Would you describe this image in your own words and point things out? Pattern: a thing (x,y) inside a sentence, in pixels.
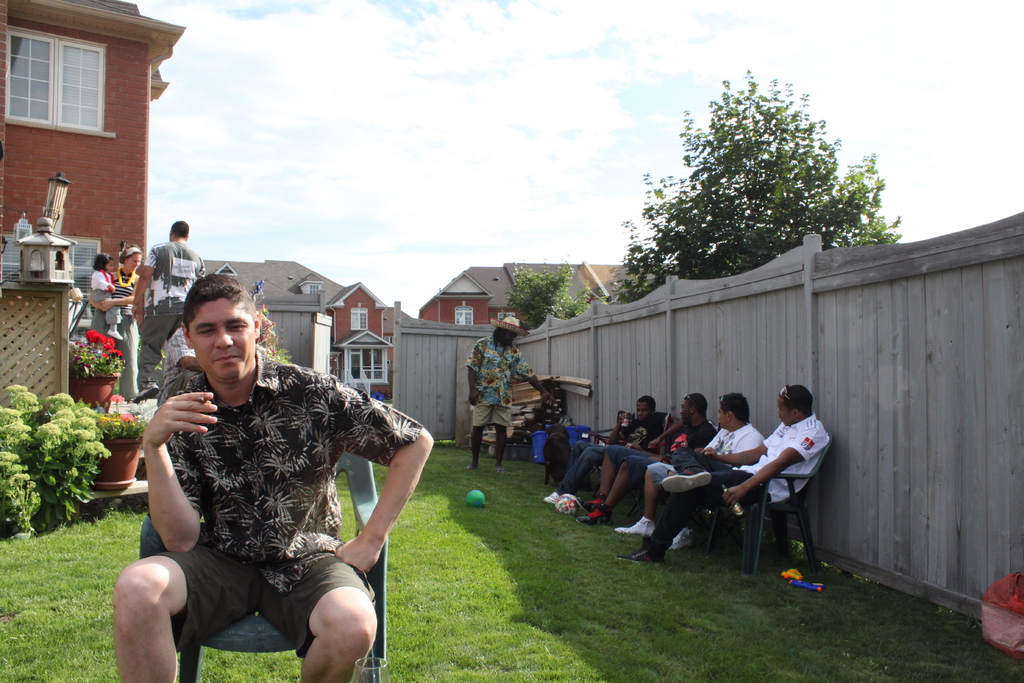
In this image I see number of people (313,384) in which most of them are sitting on chairs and few of them are standing and I see the green grass (542,545) and I see the fencing (1004,324). In the background (467,282) I see the buildings (147,57), trees (646,289), plants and I see the sky (579,91).
